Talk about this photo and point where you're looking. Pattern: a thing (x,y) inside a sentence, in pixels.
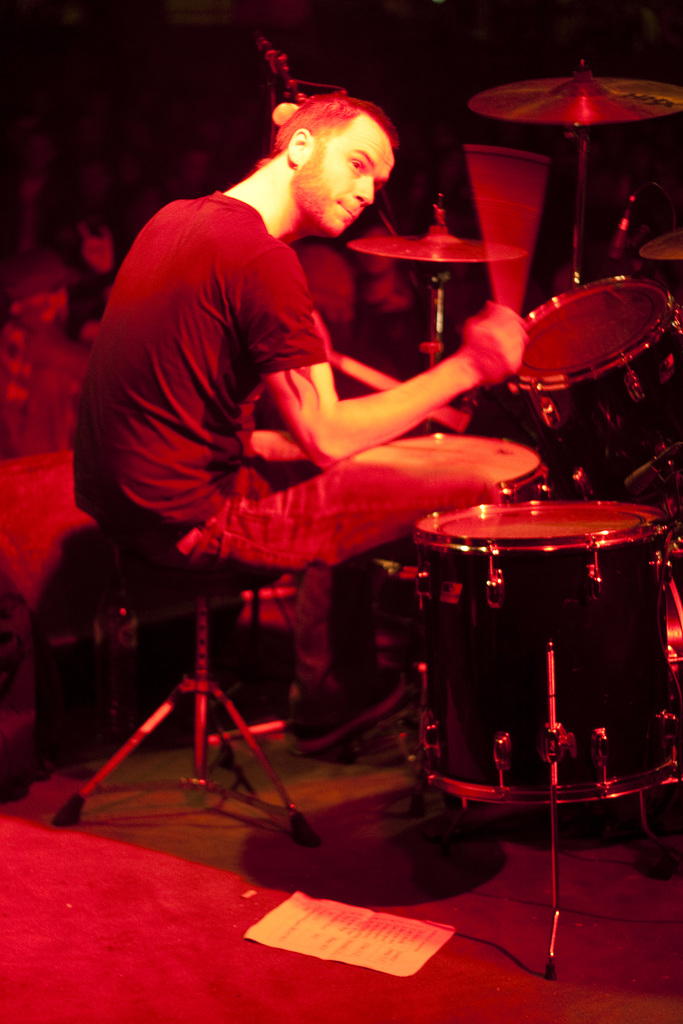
In this picture we can see a man (200,485) sitting on a stool (209,578). In front of the man (361,442), there are drums (543,471) and cymbals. Behind the man (214,372), there is a dark background (25,140). There is a paper (337,914) on the ground (335,916).
